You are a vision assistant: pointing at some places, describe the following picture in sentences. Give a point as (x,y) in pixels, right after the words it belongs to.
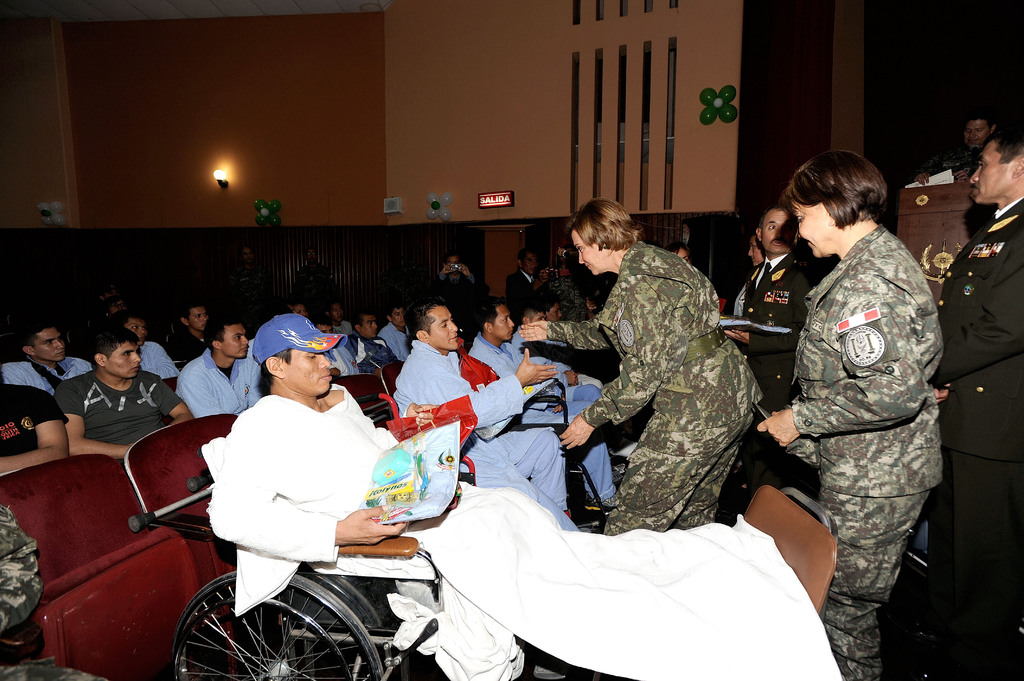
2 female soldiers (722,370) are standing at the right (729,371). Few people (757,314) are standing behind them. There are people (29,677) seated at the left (29,677). A person (268,534) is sitting on a wheelchair (350,552) wearing a white dress (300,505) and a blue cap (327,348). He is holding something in his hands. There are balloons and a light (222,170) at the back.
